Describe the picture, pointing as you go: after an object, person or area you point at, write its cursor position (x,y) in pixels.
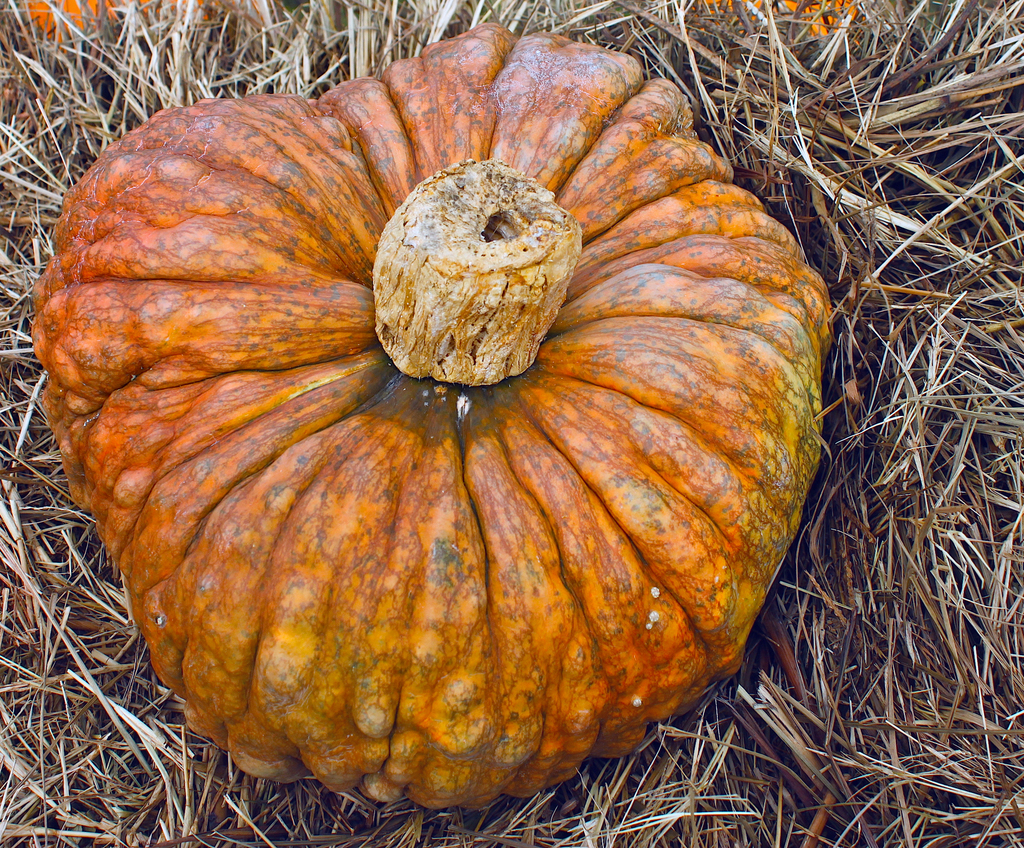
In this picture I can see a pumpkin (363,236) in front (297,250) which is on the dry grass (1023,698).
